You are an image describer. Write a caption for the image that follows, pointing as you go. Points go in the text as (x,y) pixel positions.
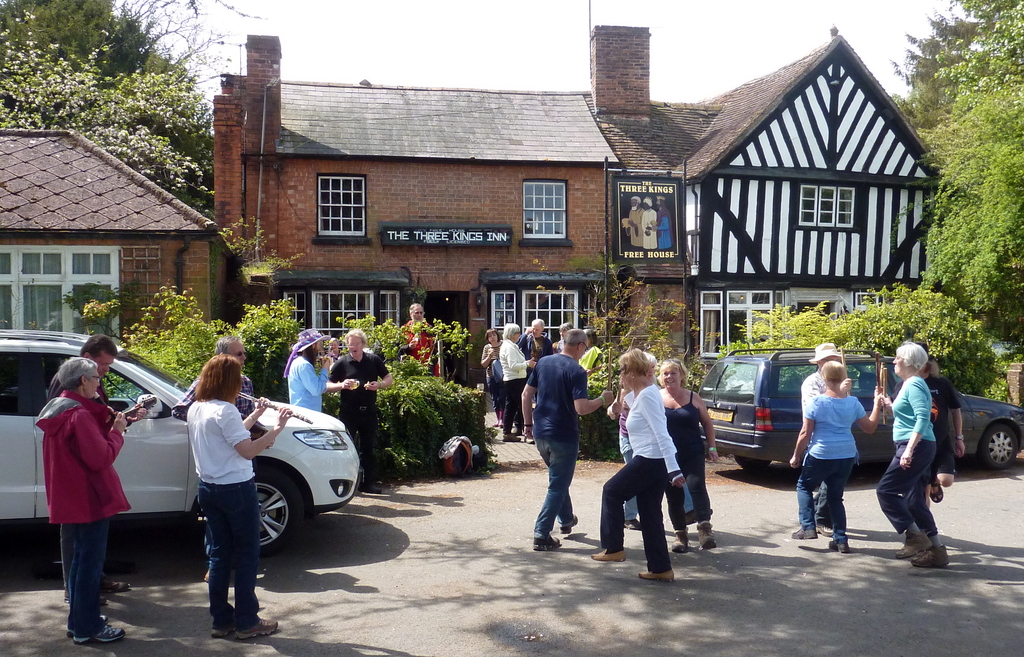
In this picture I can see buildings (408,192), trees (939,287) and few people (516,374) are standing and few (828,486) are walking and I can see couple of cars (704,397) and plants (942,316) and I can see a woman (228,458) playing flute (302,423) and I can see a board (640,237) with some text (463,228) and I can see text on the wall (457,271) and I can see a cloudy sky (396,1).
